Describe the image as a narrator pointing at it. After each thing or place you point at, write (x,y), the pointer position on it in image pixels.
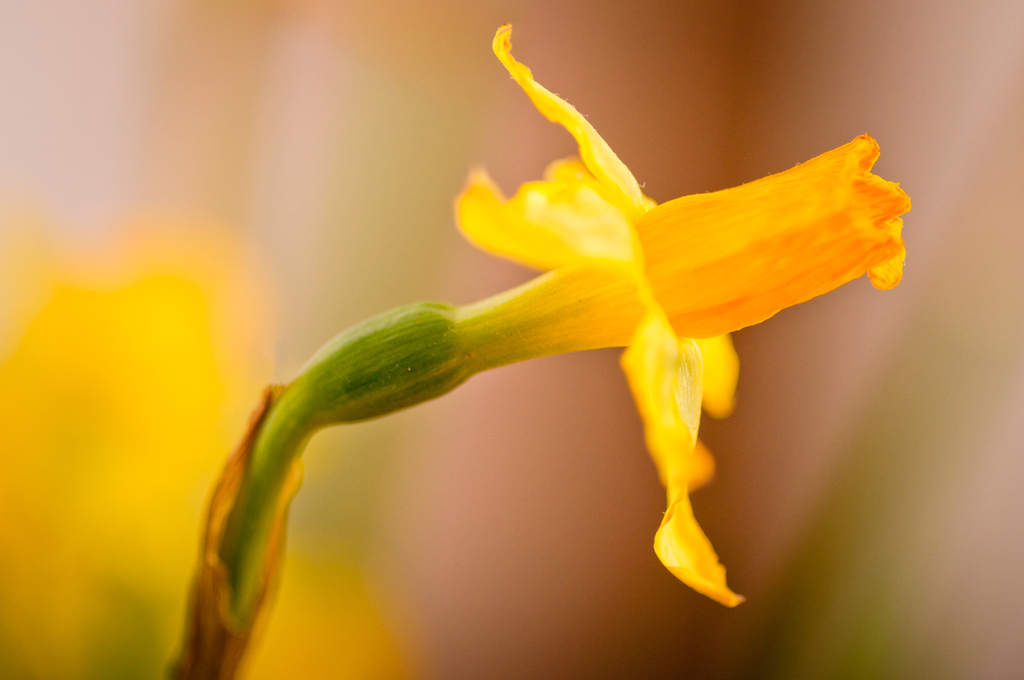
In this image I can see the flower (757,204) to the plant (267,538). The flower (734,254) is in yellow color and there is a blurred background (940,536).
